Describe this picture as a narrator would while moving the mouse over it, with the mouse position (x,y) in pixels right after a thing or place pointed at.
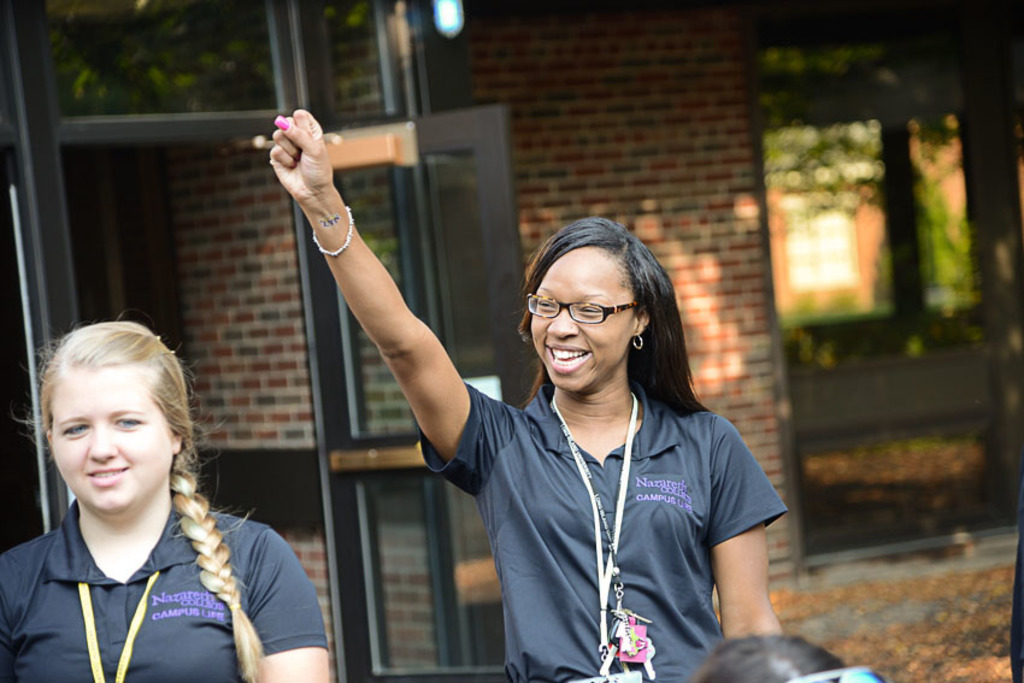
This picture seems to be clicked outside. In the foreground (682,665) we can see the group of people (71,383). In the background (681,87) we can see the brick wall (650,95) and the green leaves (847,158), dry leaves (955,463) and some other items (308,449).
